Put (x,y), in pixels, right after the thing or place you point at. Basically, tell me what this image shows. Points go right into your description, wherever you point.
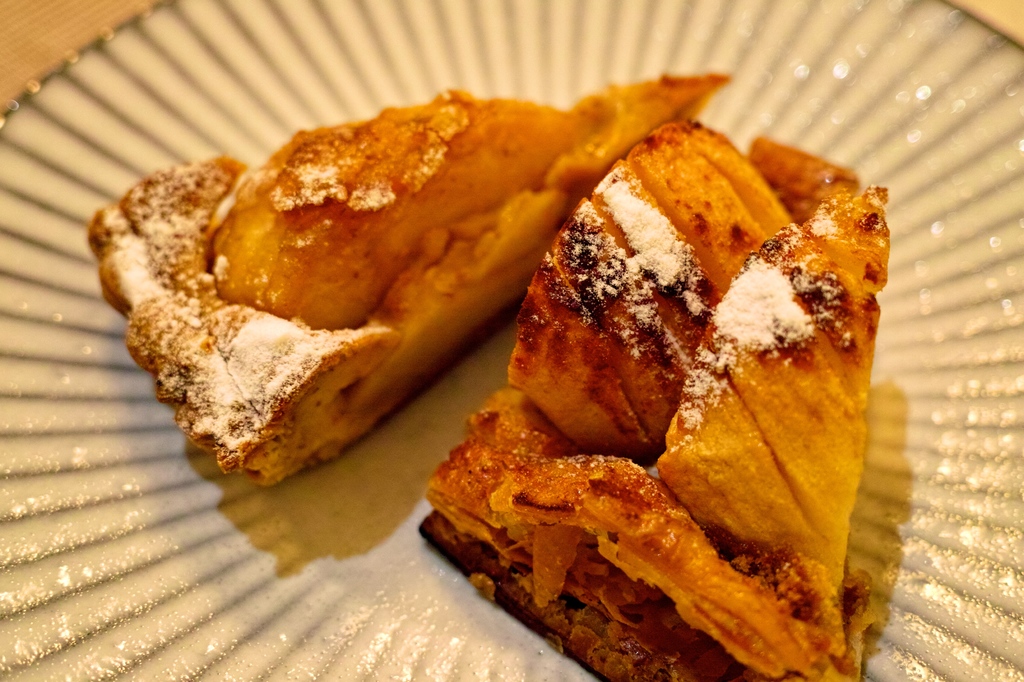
In the picture we can see a food item (617,659) in the plate (168,11).
